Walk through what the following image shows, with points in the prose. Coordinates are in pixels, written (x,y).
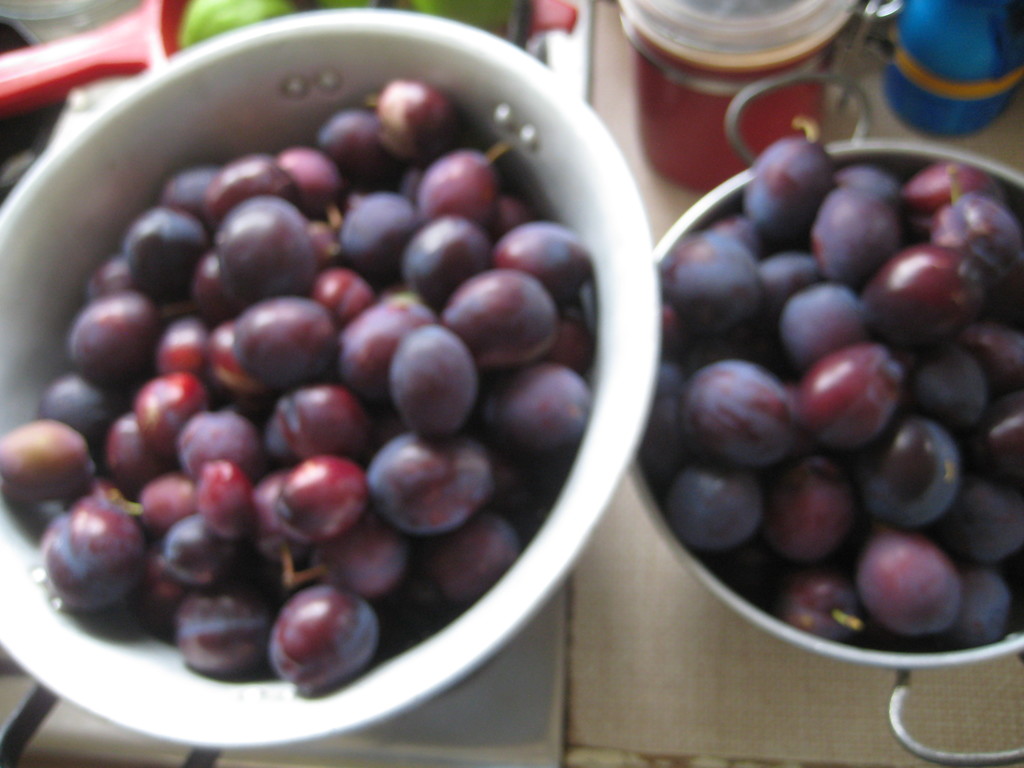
There are plums (266,364) on the bowls (264,147). In the background (925,27), there are other objects (891,51).
